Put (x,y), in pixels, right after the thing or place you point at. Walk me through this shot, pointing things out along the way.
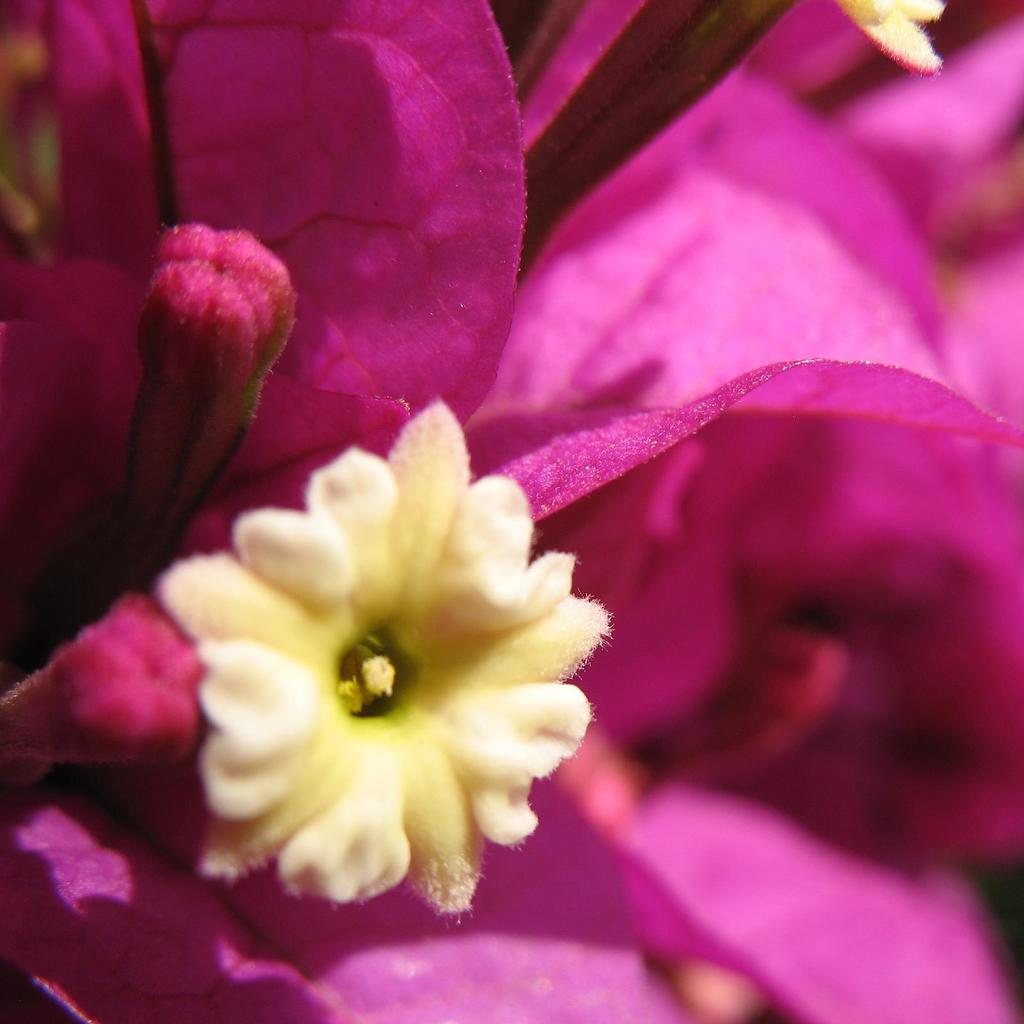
In this picture I can see there is a flower (439,777) it is in pink and cream color and also there is a bud (229,408).
